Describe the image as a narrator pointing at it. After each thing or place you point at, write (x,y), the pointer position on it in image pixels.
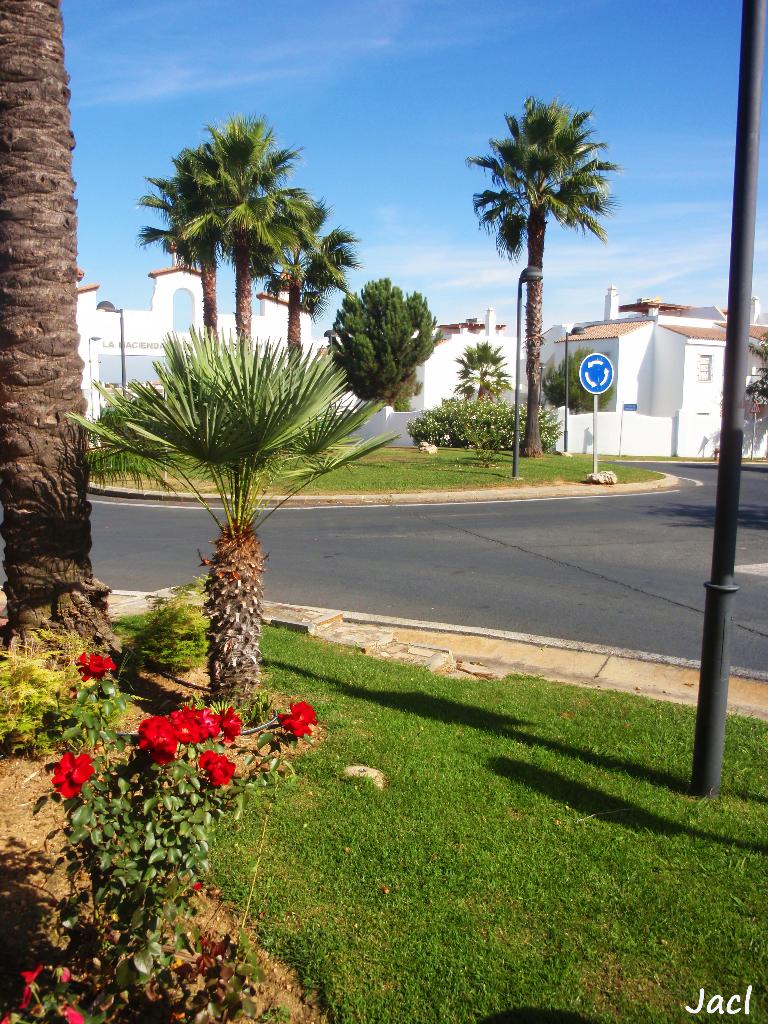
In this image I can see the red color flowers (77,770) to the plants (188,860). In the background (380,581) I can see the road (441,585). On both sides of the road (502,607) I can see the poles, boards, trees (317,431) and the plants (341,429). In the background (577,417) I can see the buildings (285,332), clouds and the sky (385,151).
